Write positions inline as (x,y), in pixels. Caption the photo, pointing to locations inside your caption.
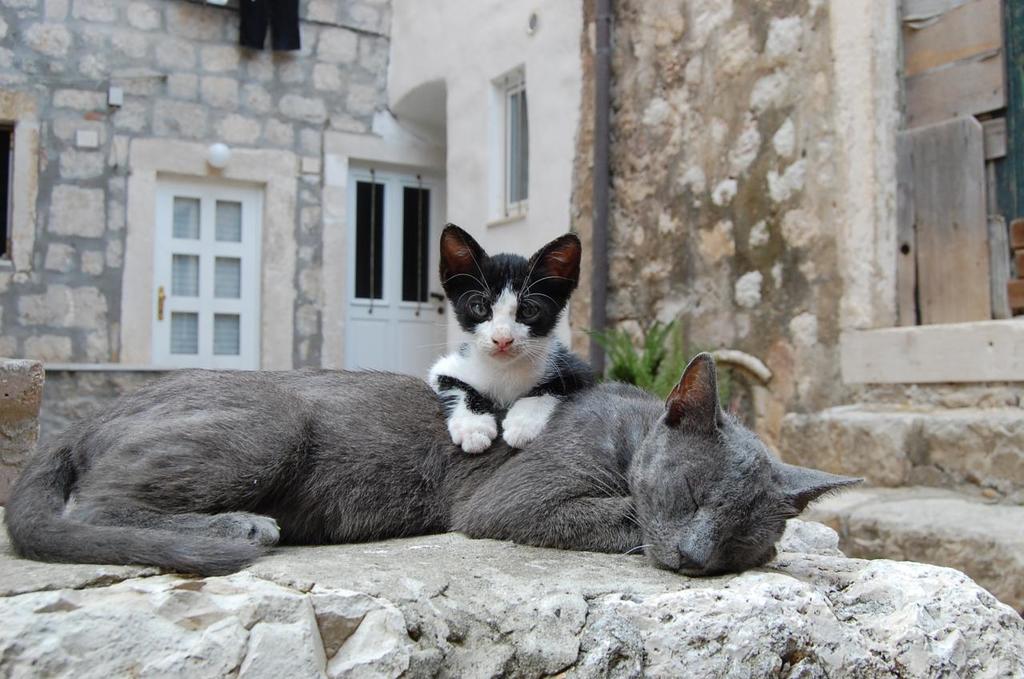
There are two cats (574,439). In the background (395,67) we can see a wall (45,258), door (353,232), windows (402,249), pole (604,304), light (214,151), and a plant (667,365).
